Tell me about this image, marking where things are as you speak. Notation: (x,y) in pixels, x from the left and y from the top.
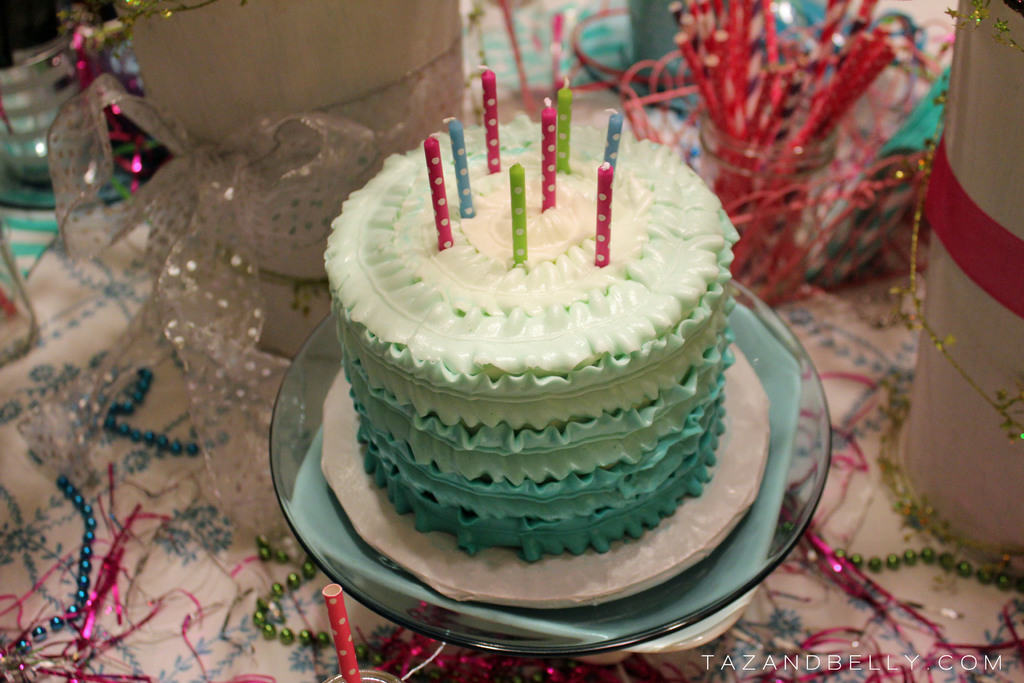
In this image we can see the cake (414,364) on the cake stand (695,600) which is in the middle of the picture (611,336) and on the top of the cake (560,270) we can see some candles (550,166). We can see some decorative items (53,178) on the surface (143,586).
